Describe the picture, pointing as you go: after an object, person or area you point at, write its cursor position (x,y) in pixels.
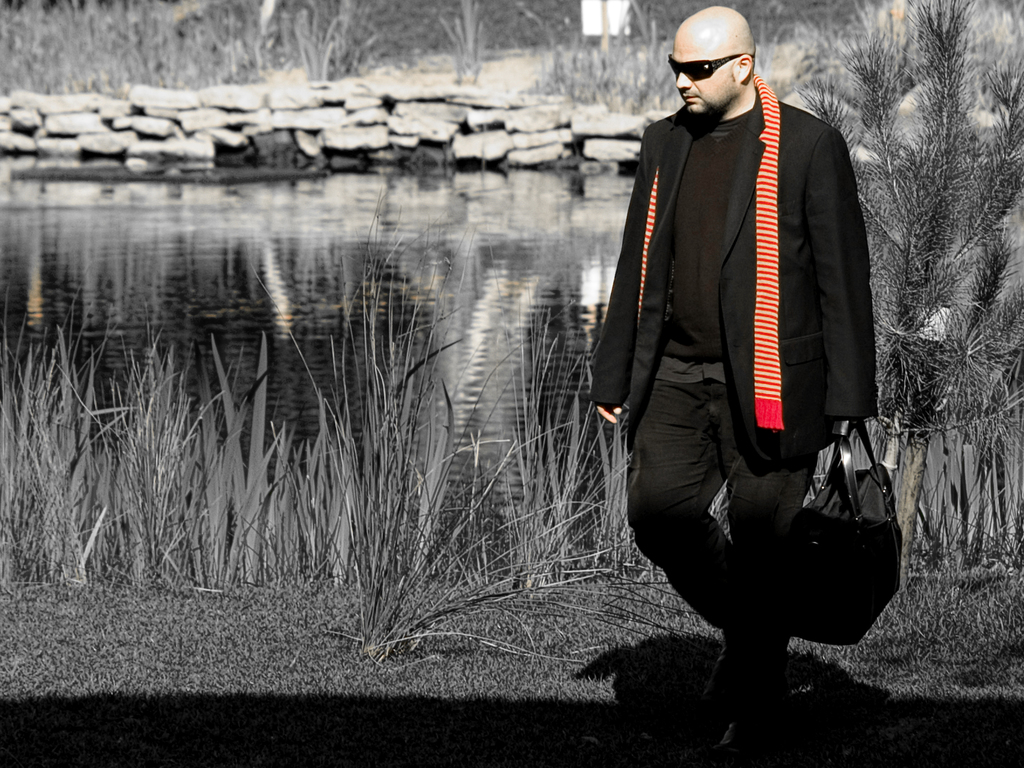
This is a picture taken from our side of the city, and there is a lake (387,184) around there are the rocks (205,121) kept on the floor (181,179) and there is a grass (51,516) on the floor (434,627), and there is a man (717,316) wearing a black color jacket (781,333) he's walking on the floor (505,692).
